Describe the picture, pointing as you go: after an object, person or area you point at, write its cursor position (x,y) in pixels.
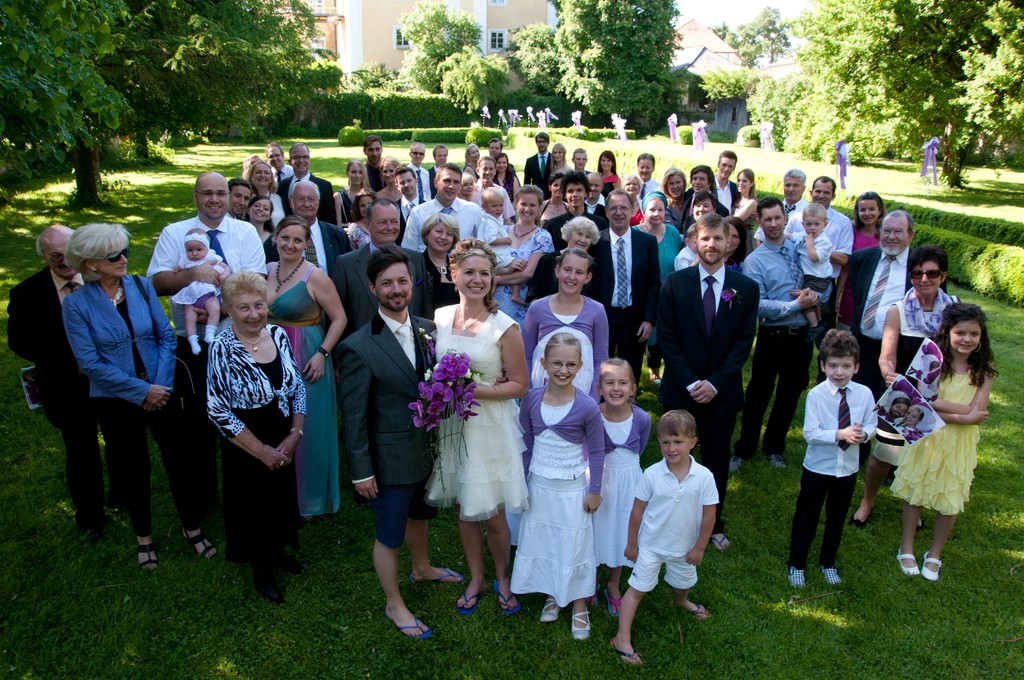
In this image we can see a group of persons (404,424). In the foreground (473,444) we can see a person (473,444) holding the flowers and few persons (786,419) holding babies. Behind the person (460,460) we can see the plants (312,113), trees (303,76), grass (753,149) and the banners (514,119). At the top (351,68) we can see the buildings (324,39).
